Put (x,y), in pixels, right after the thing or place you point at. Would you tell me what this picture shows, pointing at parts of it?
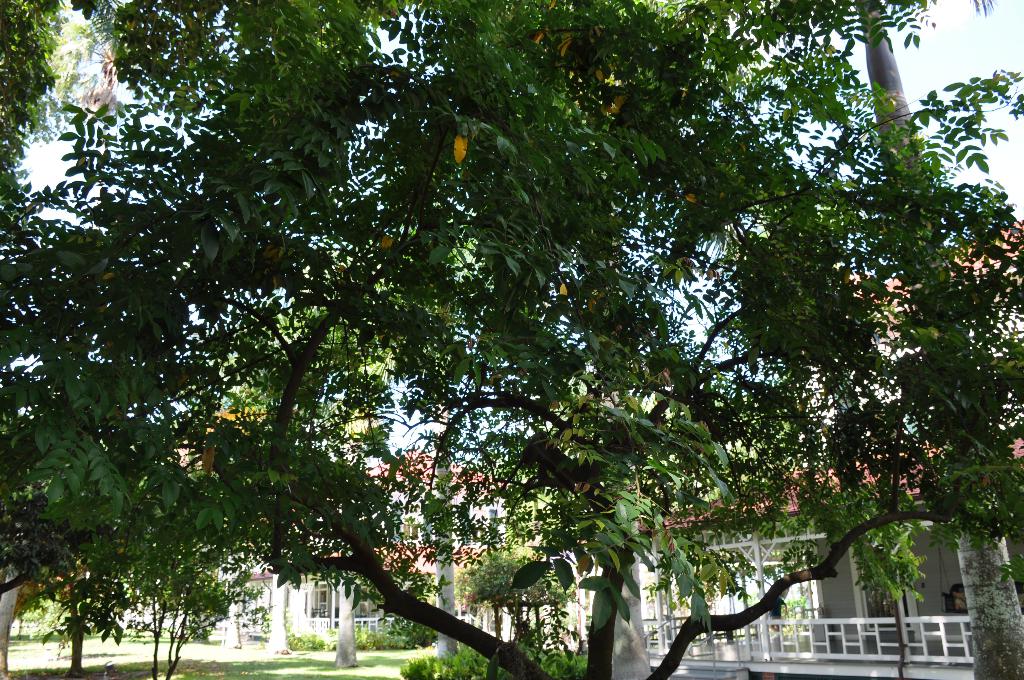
In this image we can see trees (244,408), houses (488,509). At the bottom of the image (258,672) there is grass (235,667).
